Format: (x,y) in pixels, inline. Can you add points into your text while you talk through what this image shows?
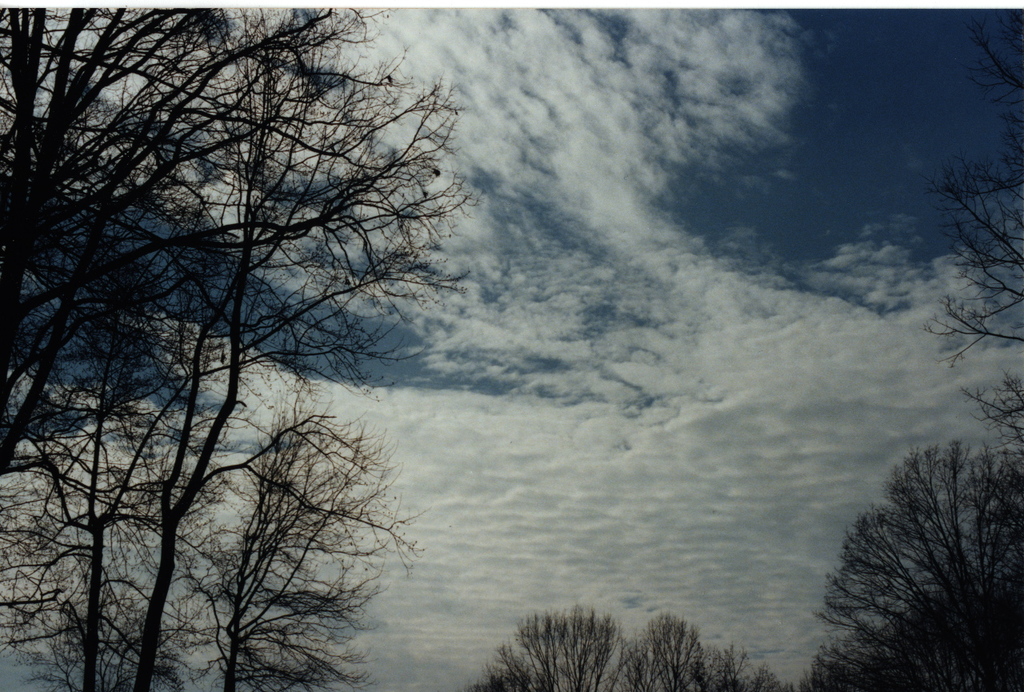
In the foreground of this picture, there are trees (258,580), sky (848,157) and the cloud (560,153).
